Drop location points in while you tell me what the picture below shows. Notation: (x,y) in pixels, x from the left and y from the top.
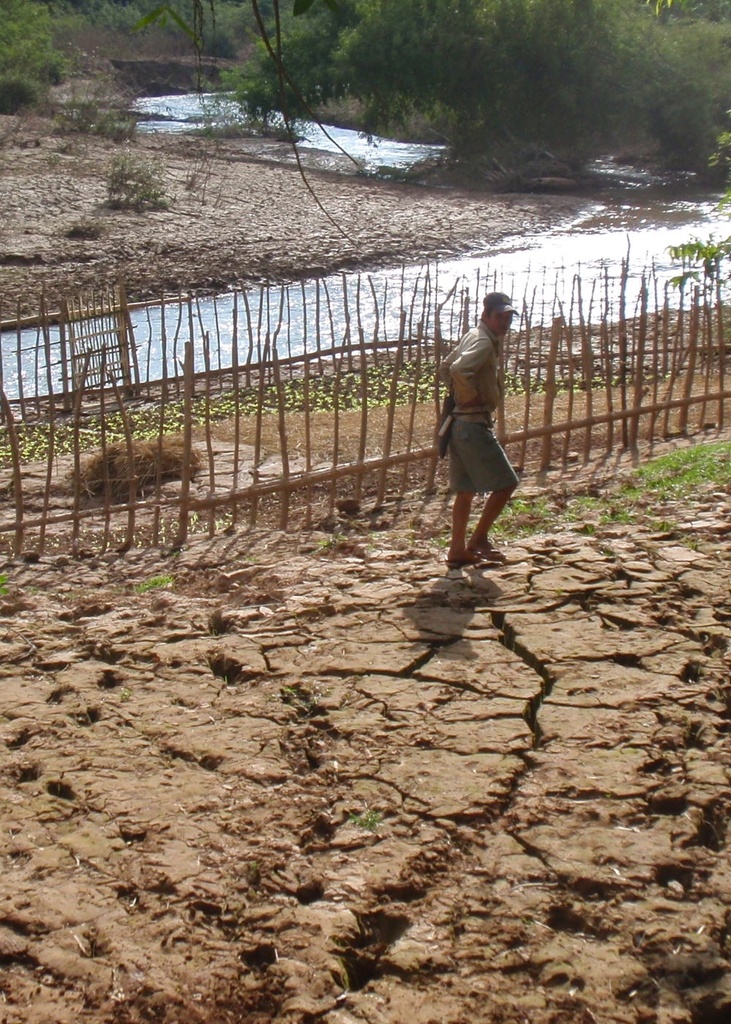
In the foreground of the picture (399,784) we can see land (360,716). In the center of the picture (336,360) we can see land (251,419), fencing (391,362), water body (472,298) and a person (479,451). In the background (406,113) there are trees (609,23), land (113,232) and water (172,110).
